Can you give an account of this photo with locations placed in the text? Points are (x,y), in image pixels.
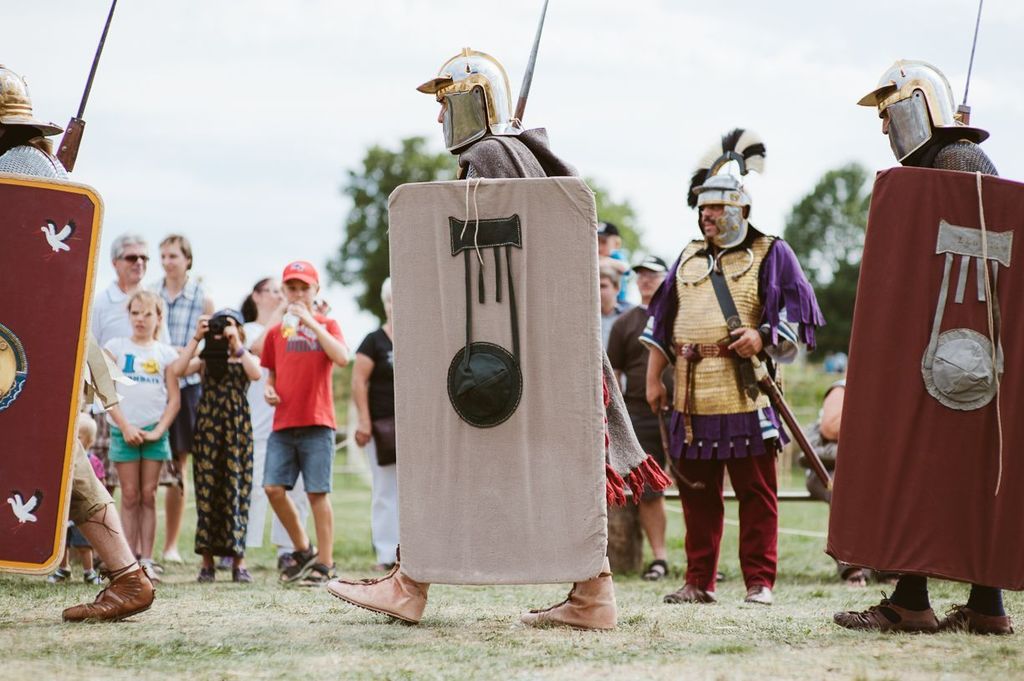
In the front of the image (447,460) three people (466,164) are walking towards the left side of the image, wore helmets (943,113) and holding objects (50,362). In the background of the image (632,369) I can see people (748,331), trees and sky (203,56). Land (316,629) is covered with grass (326,605). Among them few people (258,344) are holding objects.
